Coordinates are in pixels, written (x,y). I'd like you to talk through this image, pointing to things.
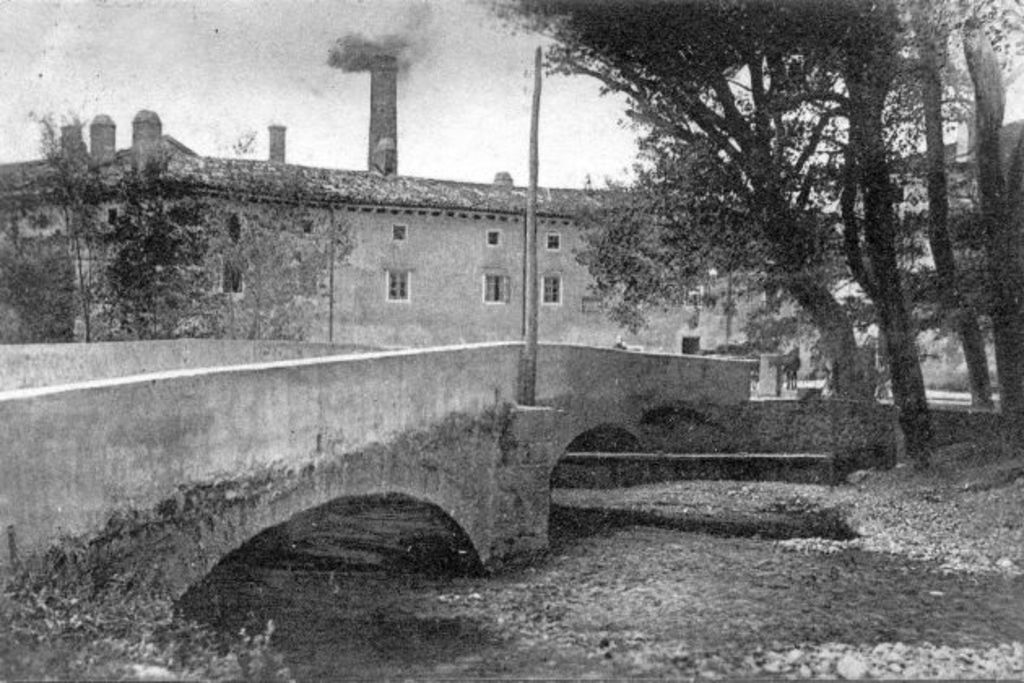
In this picture there are buildings (35,229) and trees (689,105) and in the foreground (561,437) there is a pole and there is a bridge (102,464). At the top (508,144) there is sky (574,128). At the bottom (467,584) there is water (867,588). There is smoke (341,50) at the top of the chimney (385,134).
